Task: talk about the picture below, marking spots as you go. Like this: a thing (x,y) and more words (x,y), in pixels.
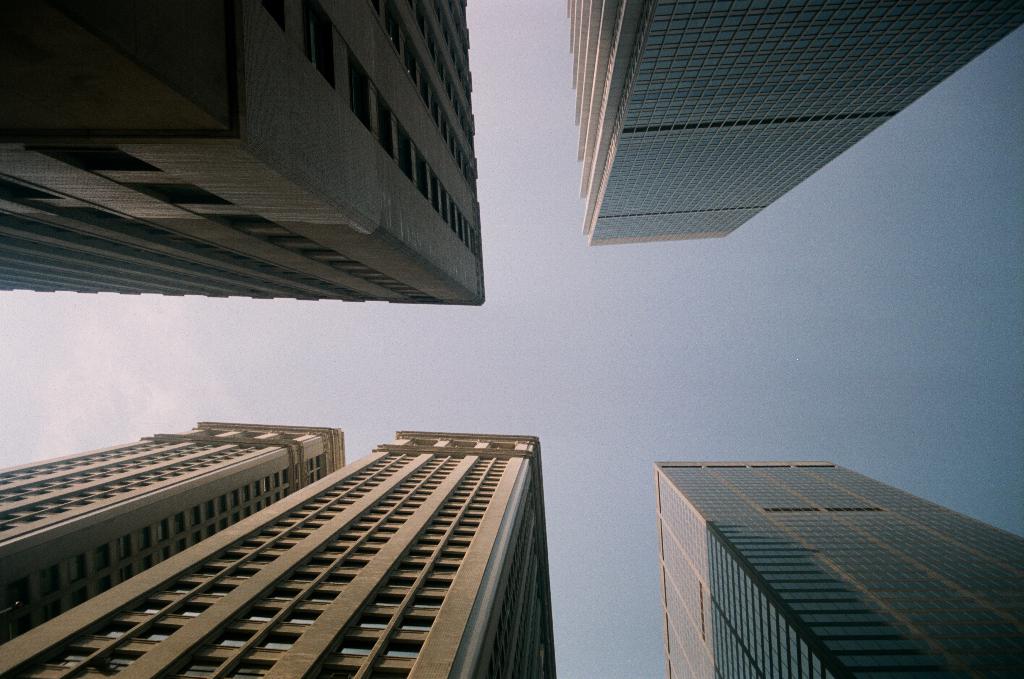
In this picture I can see buildings (455,451) and the sky (434,386).
